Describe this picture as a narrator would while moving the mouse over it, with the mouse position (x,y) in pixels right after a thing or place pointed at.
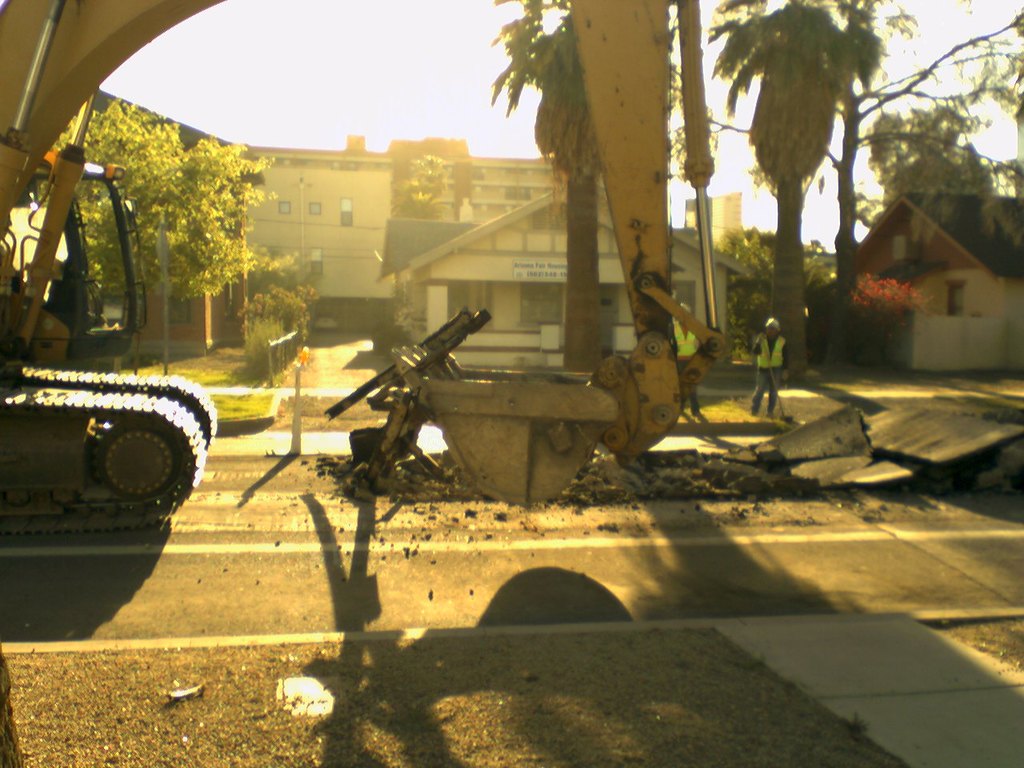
In this picture we can see an excavator (90,63) on the road (319,562), trees (799,273), buildings (325,197) with windows (533,293), name board (529,278), fence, grass (226,373), two people (676,368) standing and in the background (434,114) we can see the sky (312,57).
